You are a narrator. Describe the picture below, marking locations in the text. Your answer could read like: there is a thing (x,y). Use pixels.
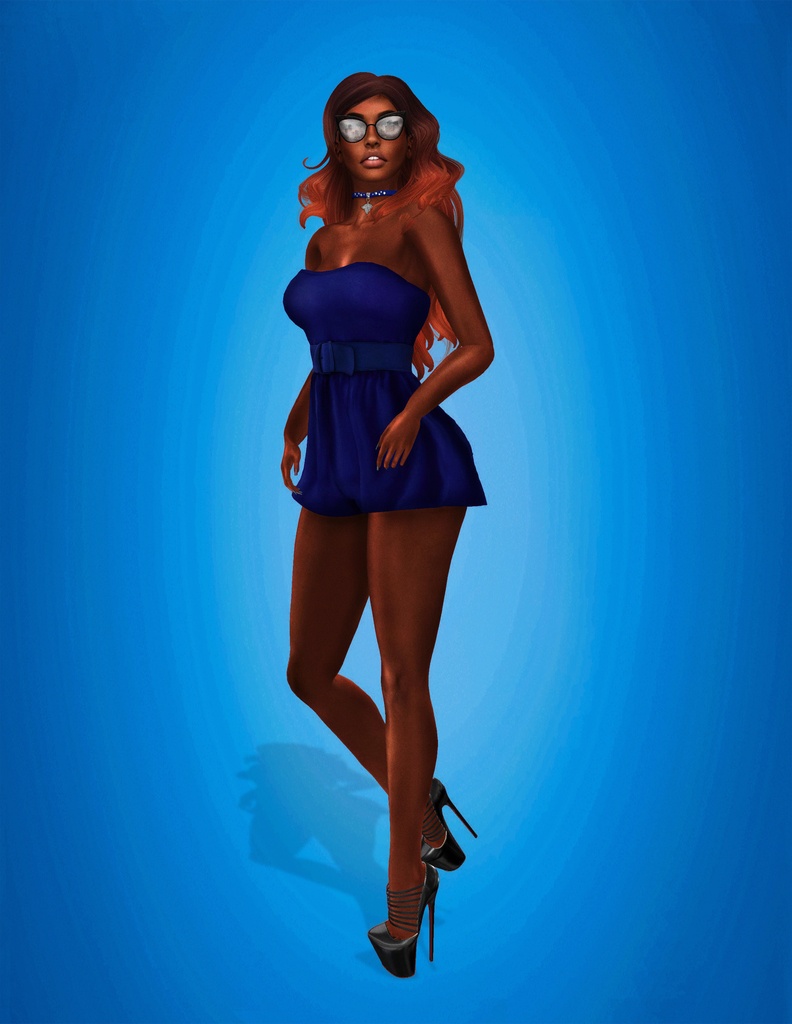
In the picture we can see a painting (475,1015) of the woman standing in blue dress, brown hair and high heels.
